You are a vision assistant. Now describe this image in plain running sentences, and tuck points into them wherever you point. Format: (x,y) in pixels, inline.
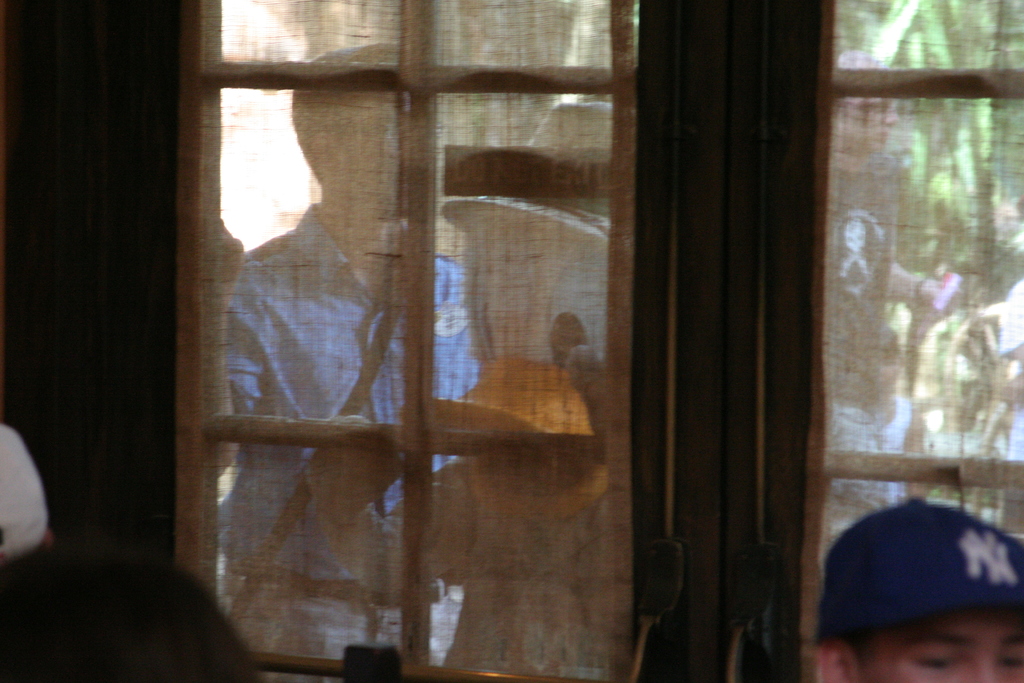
This picture is clicked inside. In the foreground (543,417) we can see the door (761,427) and a person (361,315) standing on the ground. In the background (910,156) we can see the tree (983,159), persons (1001,335) and some other objects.
